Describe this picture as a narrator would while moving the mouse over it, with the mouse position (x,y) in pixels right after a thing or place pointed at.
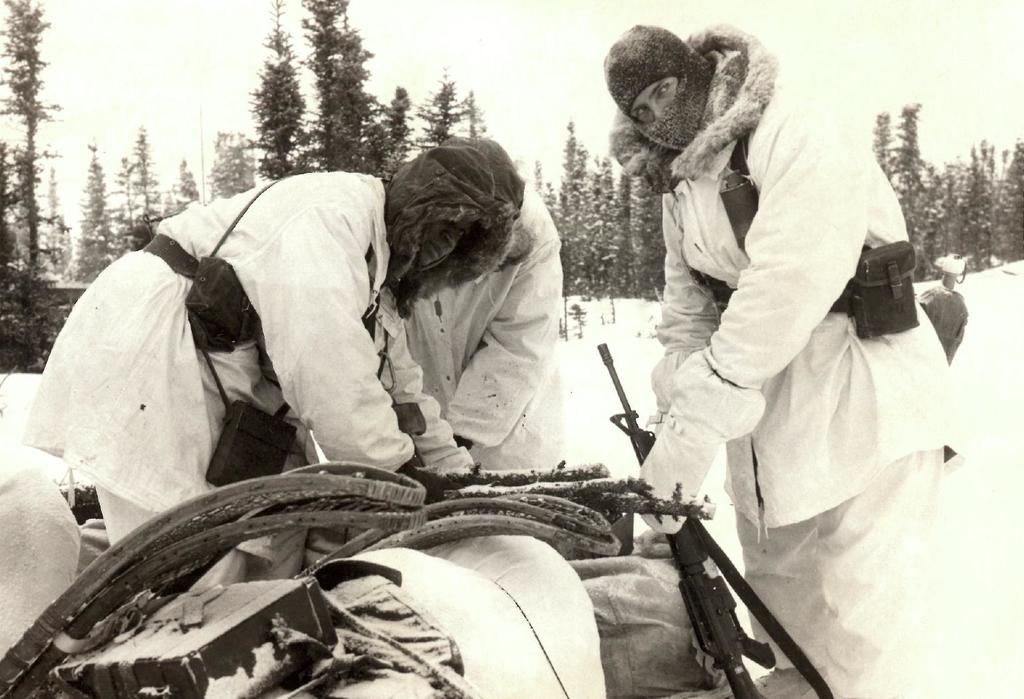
In the right side (793,523) a man (666,408) is standing, he wore a white color sweater (850,140), in the left side (151,467) there are 2 persons (492,321). In the long back side there are trees (626,231).
